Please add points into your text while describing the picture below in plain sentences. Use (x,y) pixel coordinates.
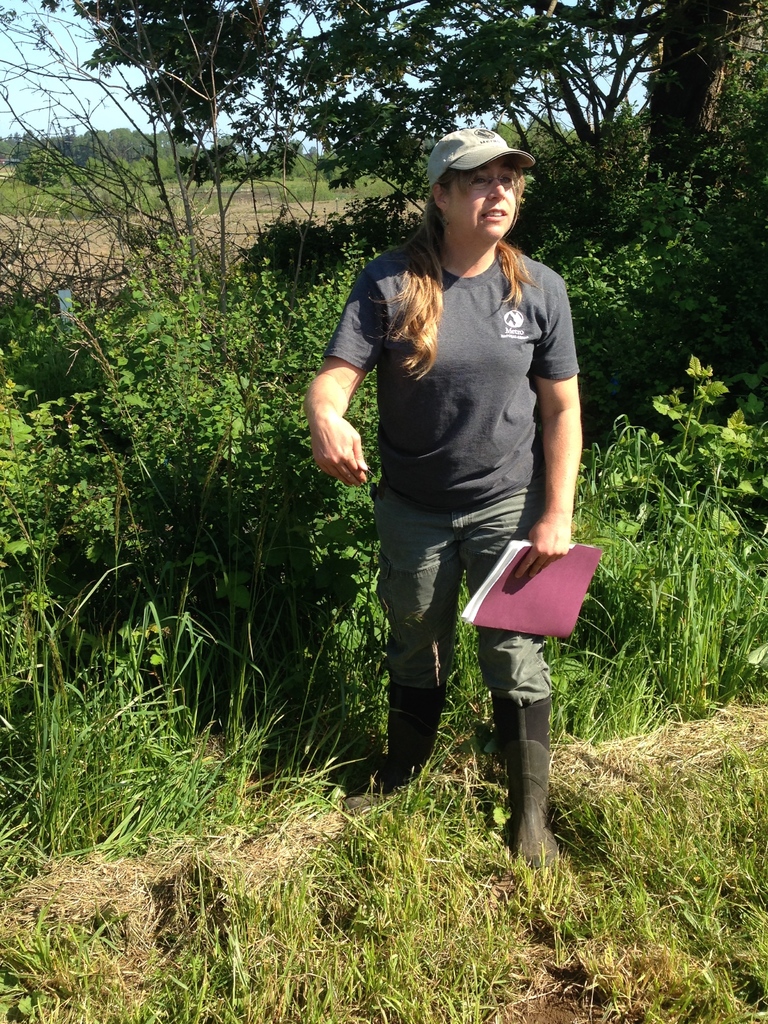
In this image we can see a lady (429,393) wearing cap (446,146) and holding some book (539,582) in the hand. There are many plants (357,541). In the back (433,72) there are trees (343,104). In the background (102,125) there is sky (104,114).
